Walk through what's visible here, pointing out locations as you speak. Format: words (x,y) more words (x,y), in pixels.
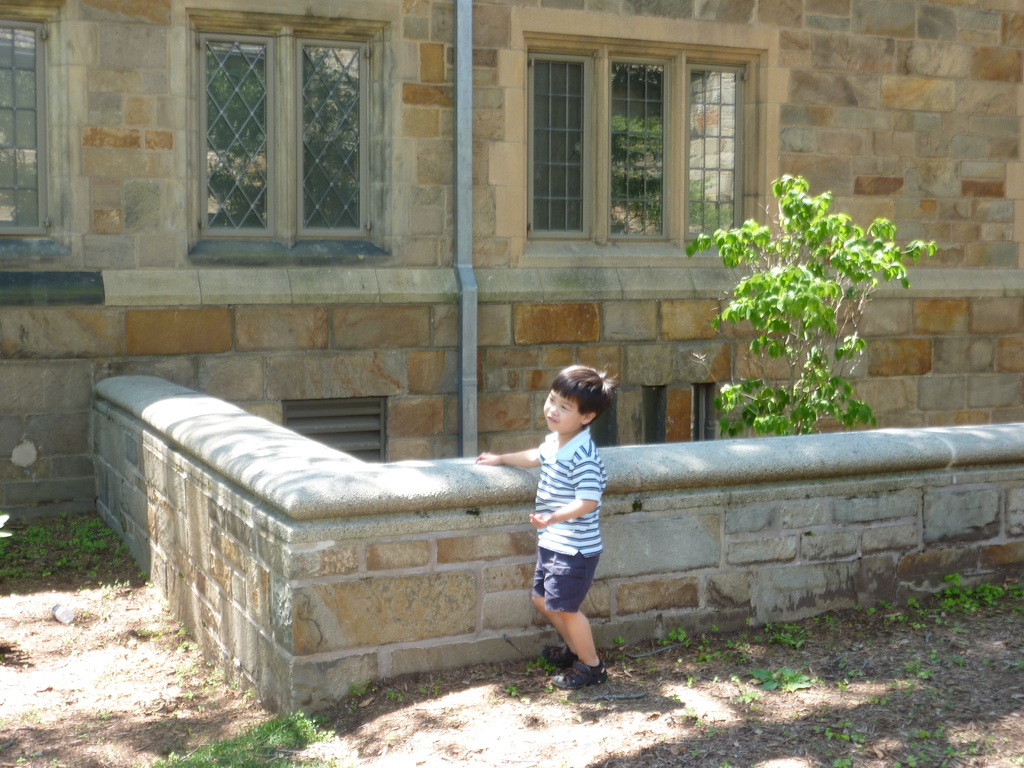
In this picture, we can see a boy (551,565) is standing on the path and behind the boy (557,510) there is a wall (329,485), tree (826,288) and building (689,362) and to the building (604,273) there are windows (353,170) and a pipe (464,368).
